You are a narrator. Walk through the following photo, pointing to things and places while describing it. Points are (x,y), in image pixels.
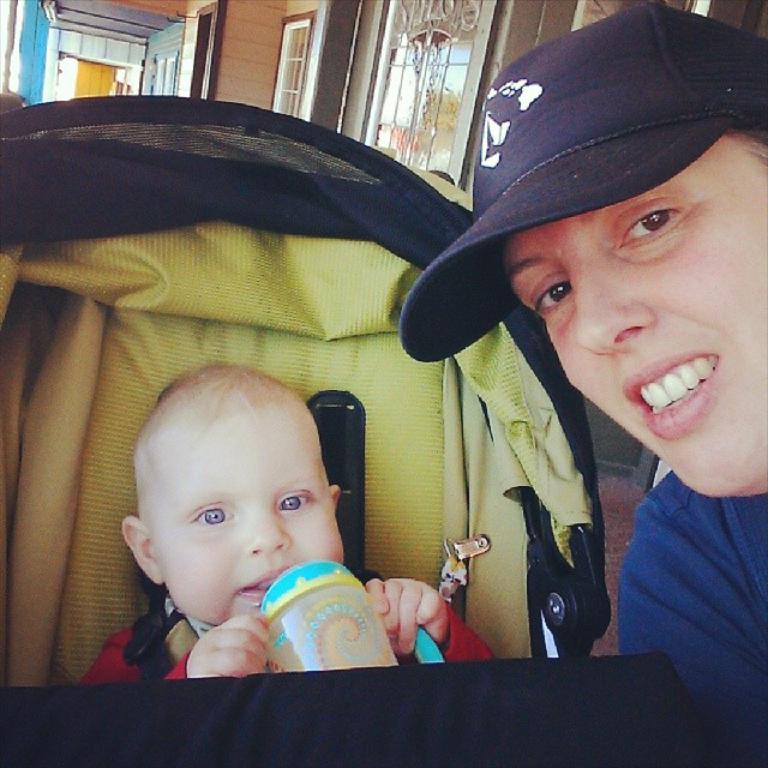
In this picture I can see a baby (258,497) in the middle (290,502), this baby (282,543) is holding a bottle (336,595). On the right side (656,47) there is a person (659,421), this person (652,399) is wearing the cap (633,115). In the background (171,69) I can see the glass windows (395,111).
